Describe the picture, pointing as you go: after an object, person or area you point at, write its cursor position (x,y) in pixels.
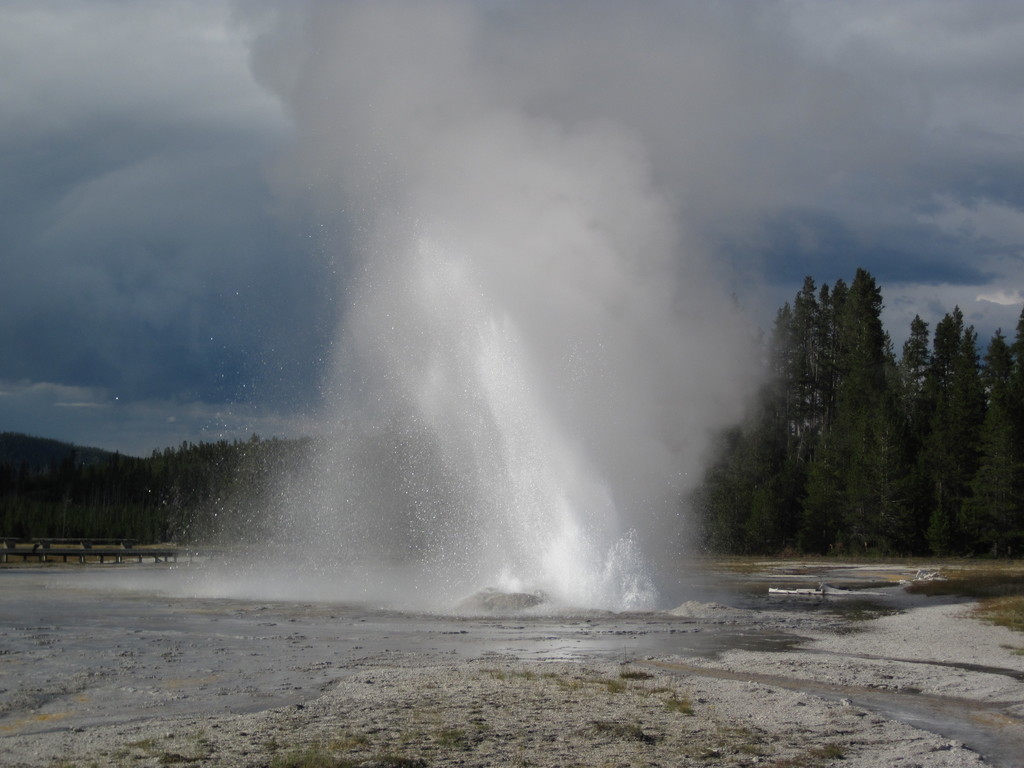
In this picture is water (304,632) in the foreground (480,618). At the back (987,451) there are trees (44,514). At the top (970,229) there is sky (775,262) and there are clouds (669,52). At the bottom (936,581) there is grass (1019,597) and sand (1002,634).
